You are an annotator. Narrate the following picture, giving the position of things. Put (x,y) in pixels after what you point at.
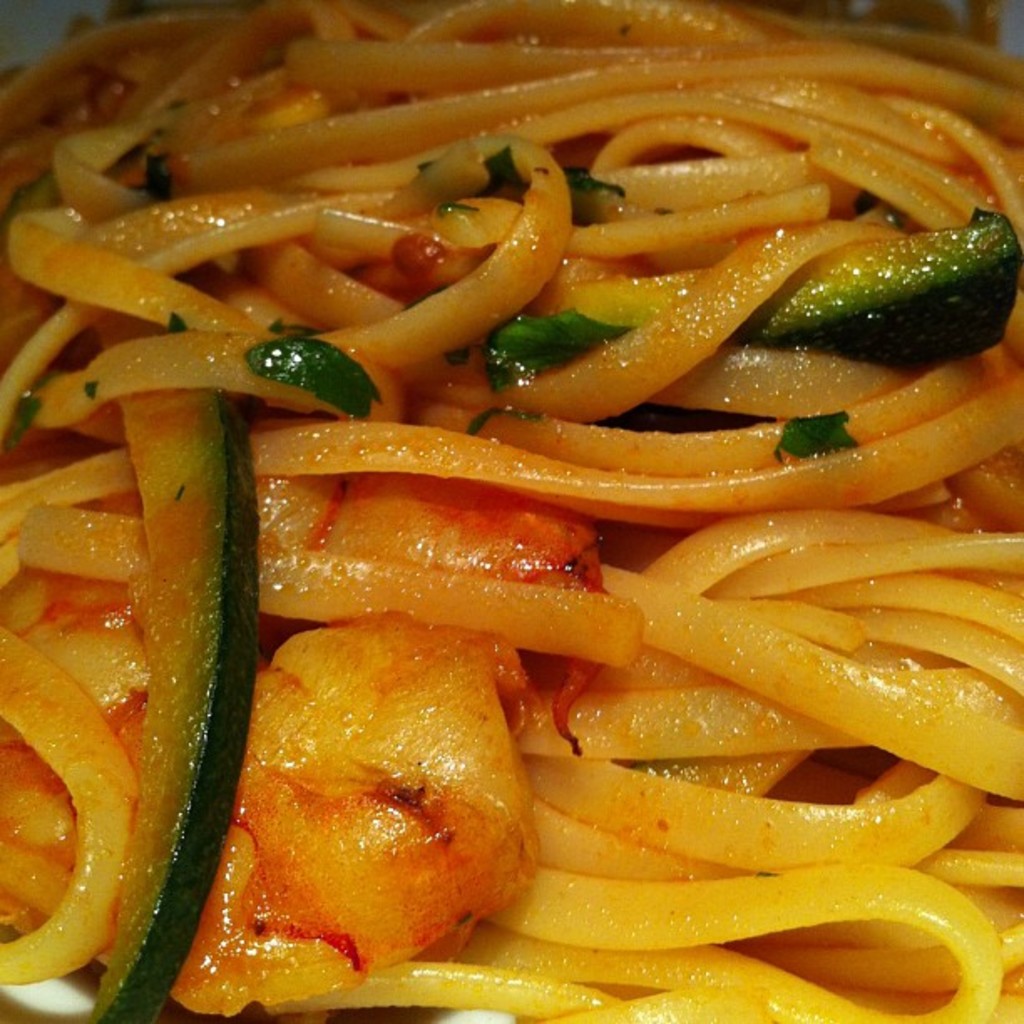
In this image, we can see the food (440,406). At the bottom of the image (38,1002), we can see white color object (77,987).
